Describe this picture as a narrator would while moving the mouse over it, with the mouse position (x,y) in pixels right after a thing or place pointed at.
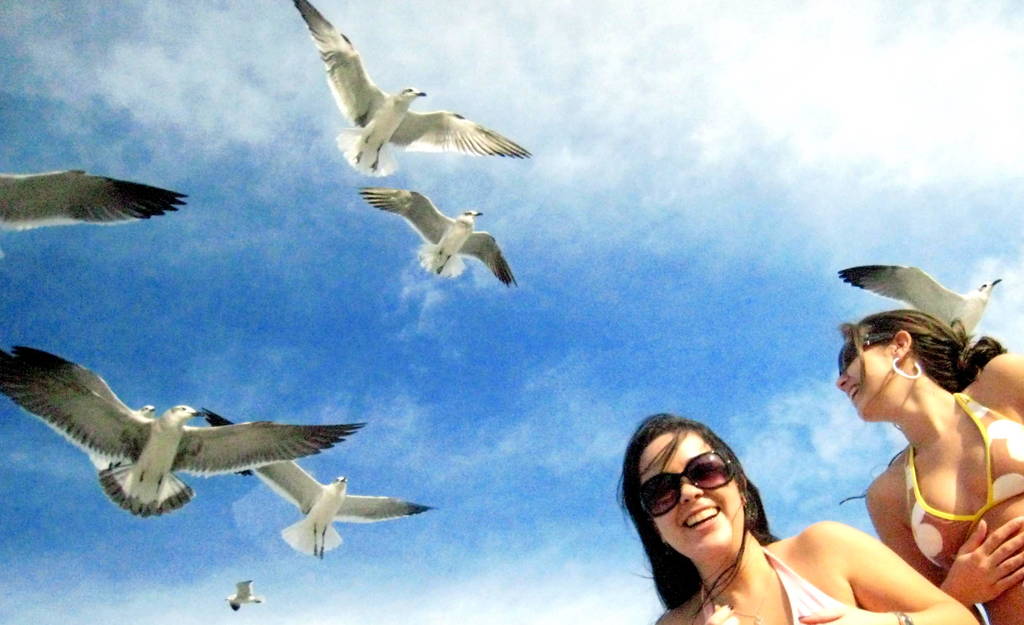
In this picture I can see two womens (898,516) are wearing spectacles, side we can see some birds (377,140) are flying in the air (29,505).
